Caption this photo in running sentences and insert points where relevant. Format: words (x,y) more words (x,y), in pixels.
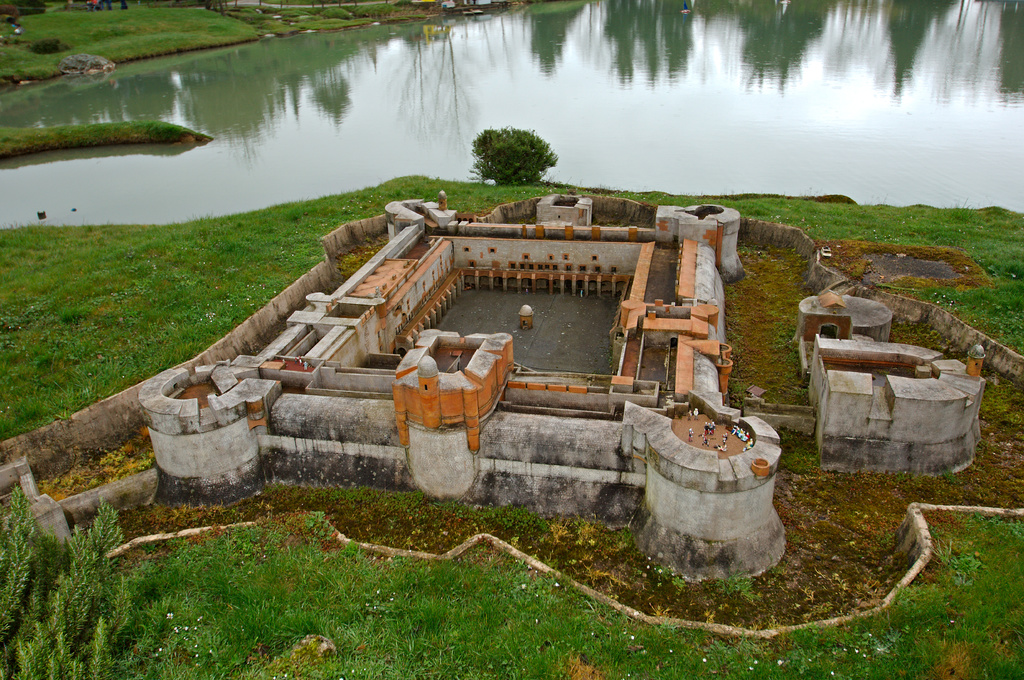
In the picture I can see the castle construction (646,248). I can see the green grass (1014,608) at the bottom of the picture (322,599). I can see the water pool (620,136) and trees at the top of the picture (517,78).
